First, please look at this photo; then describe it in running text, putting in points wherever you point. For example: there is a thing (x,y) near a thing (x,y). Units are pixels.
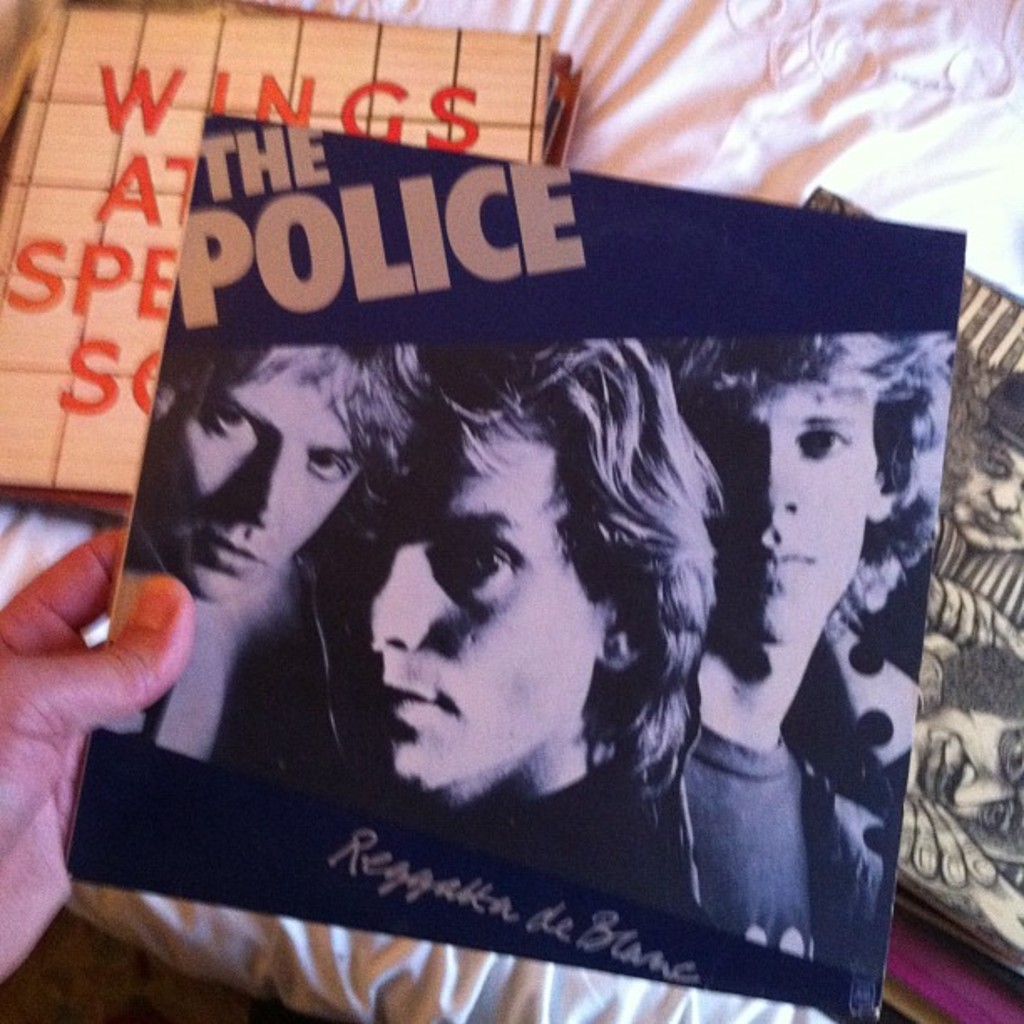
In this image, we can see albums (528,366). There is a hand (64,601) on the left side of the image (120,576) holding an album (409,513) contains person (676,601) and some text (364,193) on the cover page (577,580).
